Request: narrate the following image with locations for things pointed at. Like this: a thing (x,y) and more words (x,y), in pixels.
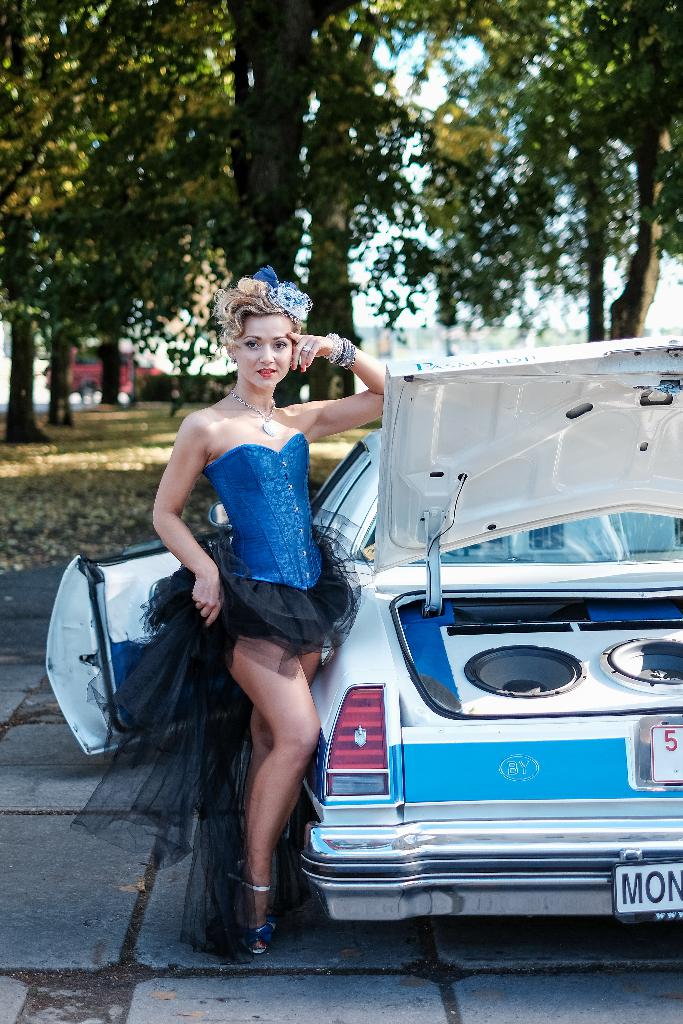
In this image I can see the person (218,725) standing beside the vehicle (415,677). The person (290,656) is wearing the blue and black color dress (214,662). In the back (48,58) there are many trees (295,209) and the sky (457,46).
